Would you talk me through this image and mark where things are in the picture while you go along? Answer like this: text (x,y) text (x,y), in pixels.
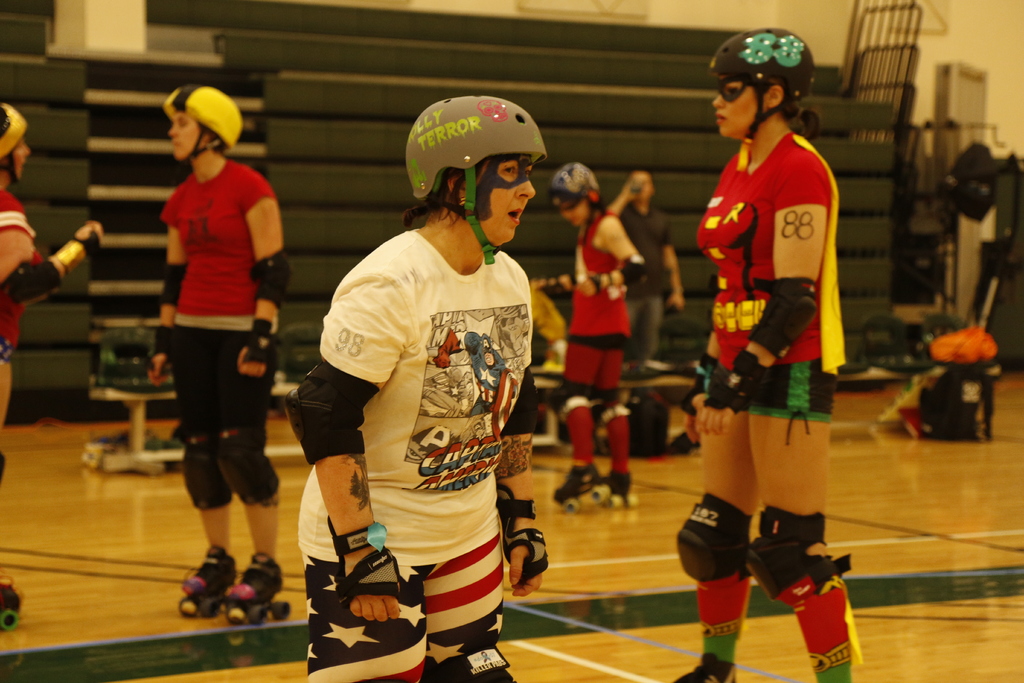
In this image I can see few people (474,243) around. In front (442,180) the person (436,227) is wearing helmet (520,138), gloves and skate shoes (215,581). Back Side I can see few bags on the table (151,395). I can see a wall (974,55).
